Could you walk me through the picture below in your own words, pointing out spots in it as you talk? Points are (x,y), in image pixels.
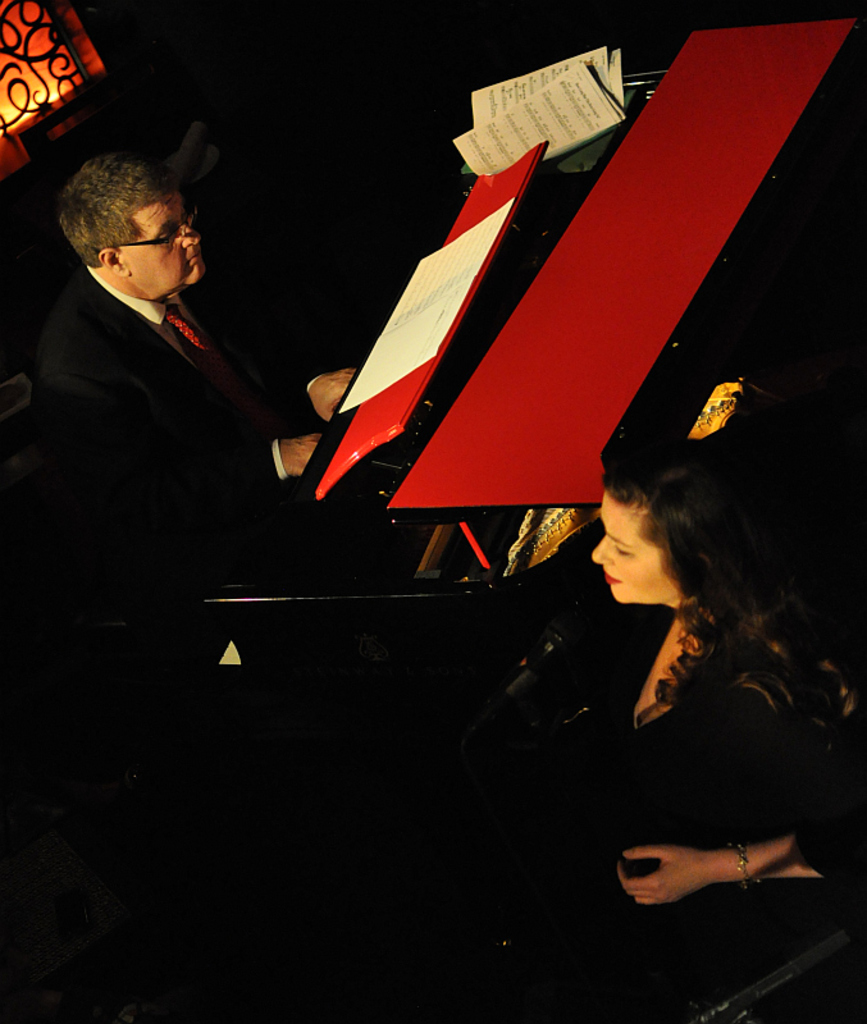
In this picture we can see a man (116,383) wearing spectacles (194,226), playing musical instrument (412,403). It is a book (435,323) here. We can see a woman (622,747) here in front of a mike (539,660).
